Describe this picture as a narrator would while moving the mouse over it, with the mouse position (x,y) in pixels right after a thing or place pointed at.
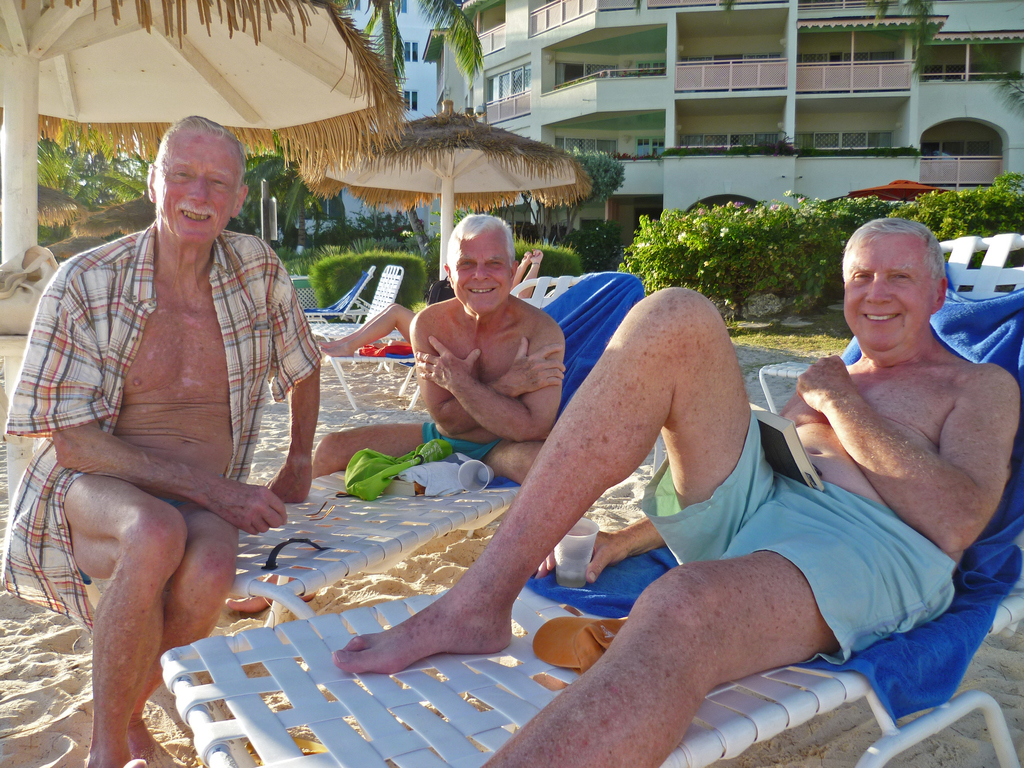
In the foreground (686,323), I can see a group of people (347,447) on beds (490,718). In the background (573,267), I can see umbrella huts (66,6), house plants (641,253), grass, buildings (671,199) and trees (618,171). This picture might be taken on the sandy beach (593,508).
